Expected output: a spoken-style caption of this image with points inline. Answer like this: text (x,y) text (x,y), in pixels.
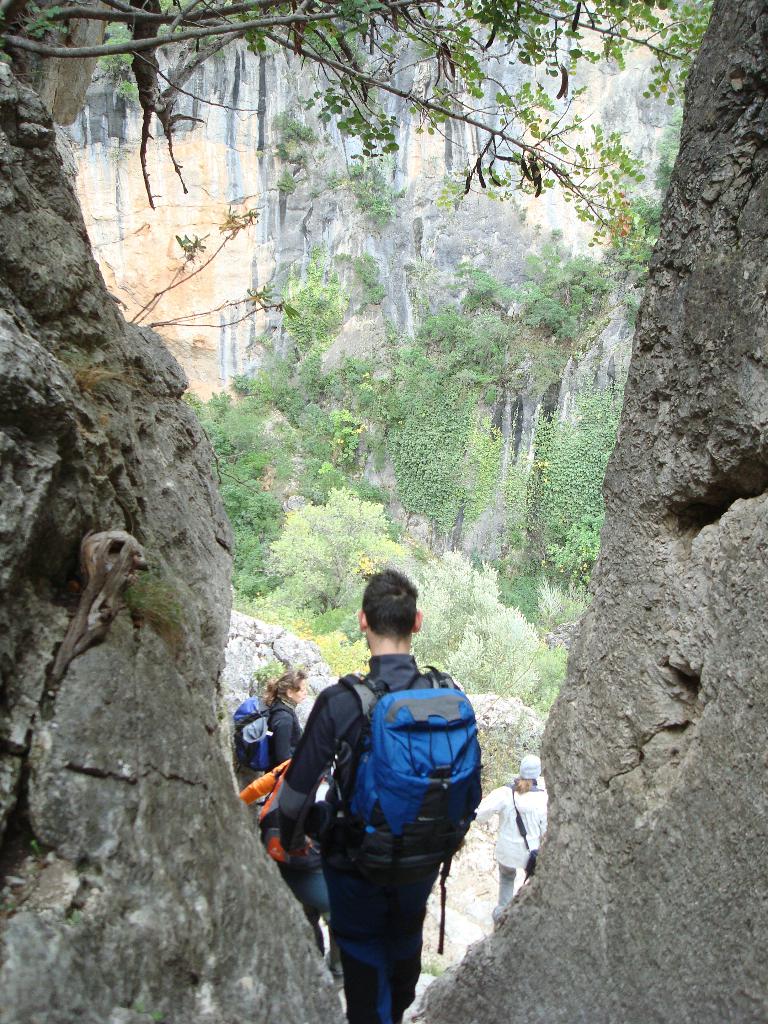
This picture shows few people (284,733) standing and we see they wore bags (459,817) and we see a human (524,776) wore cap (526,771) on the head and we see trees (462,354).
